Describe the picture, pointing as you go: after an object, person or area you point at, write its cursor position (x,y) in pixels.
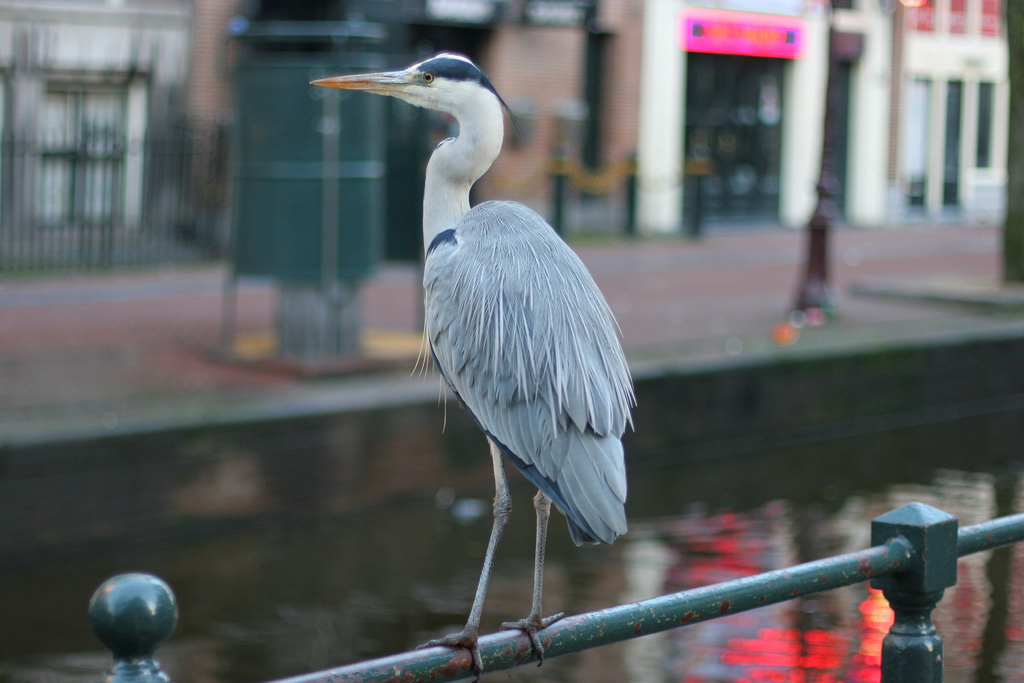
There is a crane (476,317) standing on a rod (651,607). In the background (795,483) there is water (765,517) and buildings (537,94). And it is blurred in the background (301,377).
